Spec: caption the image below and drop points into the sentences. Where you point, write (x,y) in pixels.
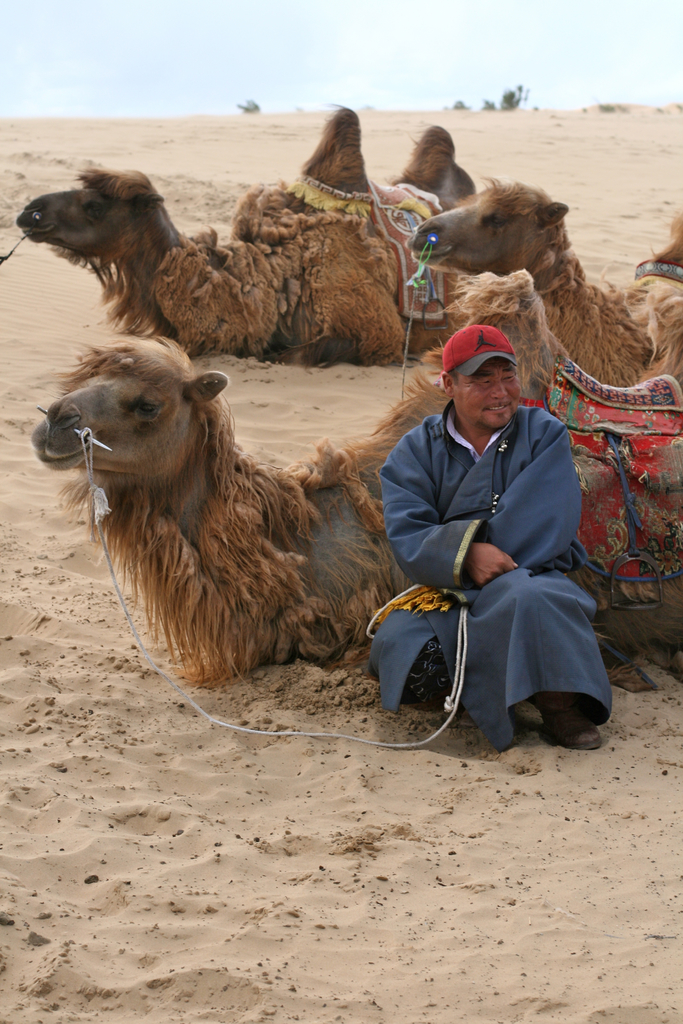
In this image I can see a person (418,606) sitting and there are camels (518,325) sitting on the sand (654,835). There is sky (386,78) at the top (386,78).
